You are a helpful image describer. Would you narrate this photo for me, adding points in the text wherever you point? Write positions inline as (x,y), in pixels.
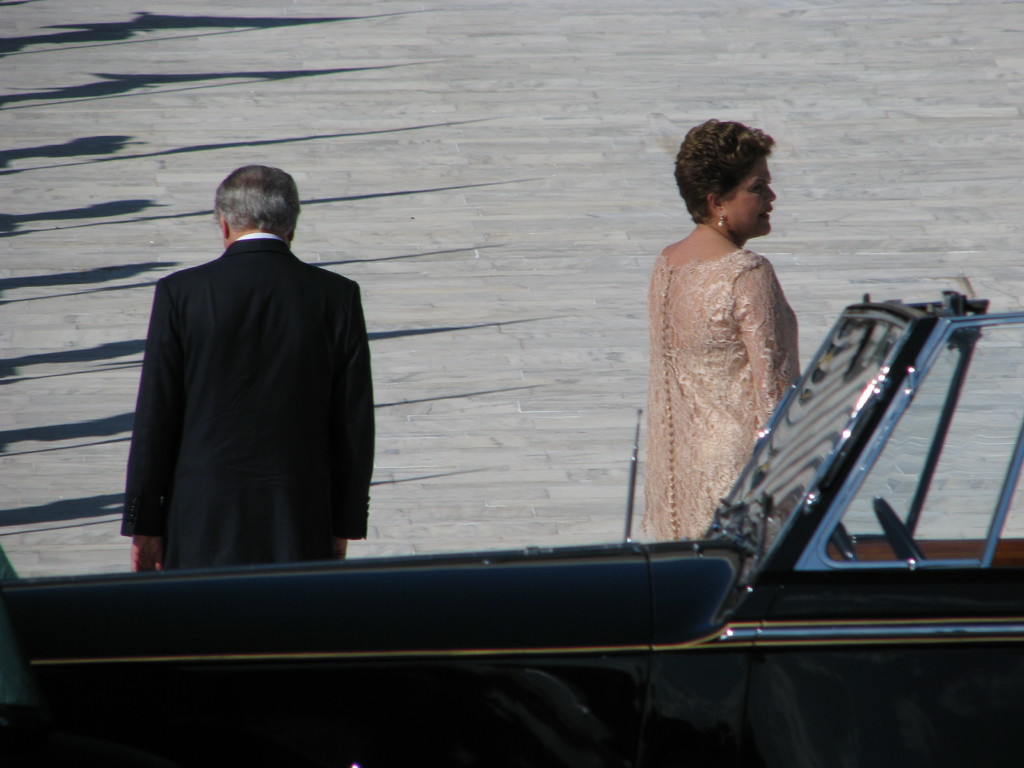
In this image in the center (353,449) there is one man (291,406) and one woman (708,398) who are walking, and at the bottom (680,637) there is one vehicle (456,681) and in the background (128,192) there is a walkway (578,171).
